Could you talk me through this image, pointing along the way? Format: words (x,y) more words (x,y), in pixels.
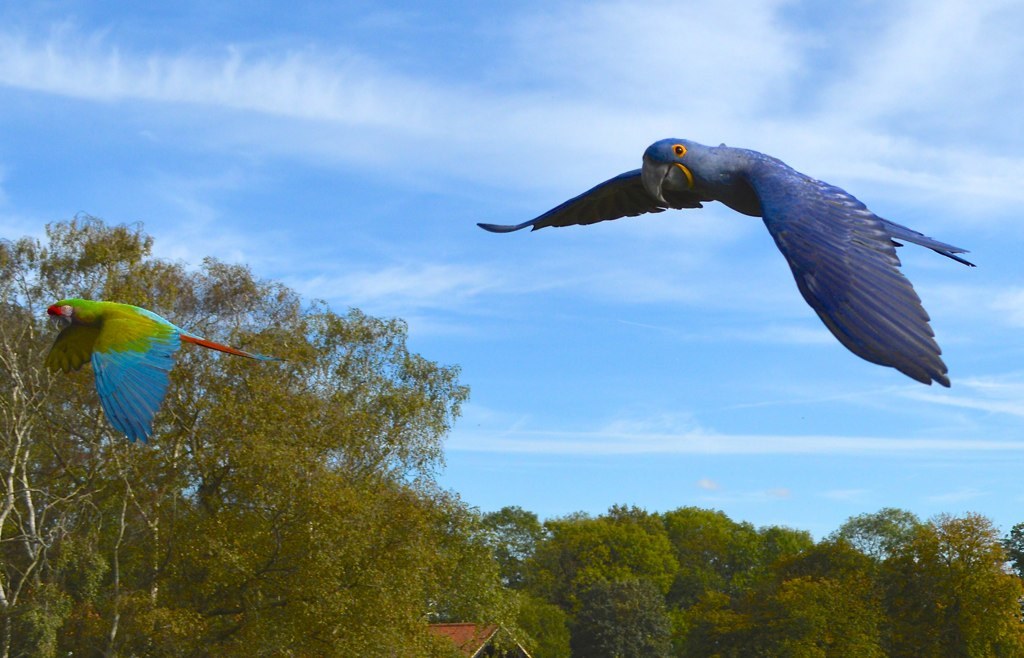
In the image there are birds (729,206) flying in the air. Behind the birds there are many trees (482,609) and also there is a roof (484,641). At the top of the image (425,48) there is sky (469,221) with clouds (981,196).
